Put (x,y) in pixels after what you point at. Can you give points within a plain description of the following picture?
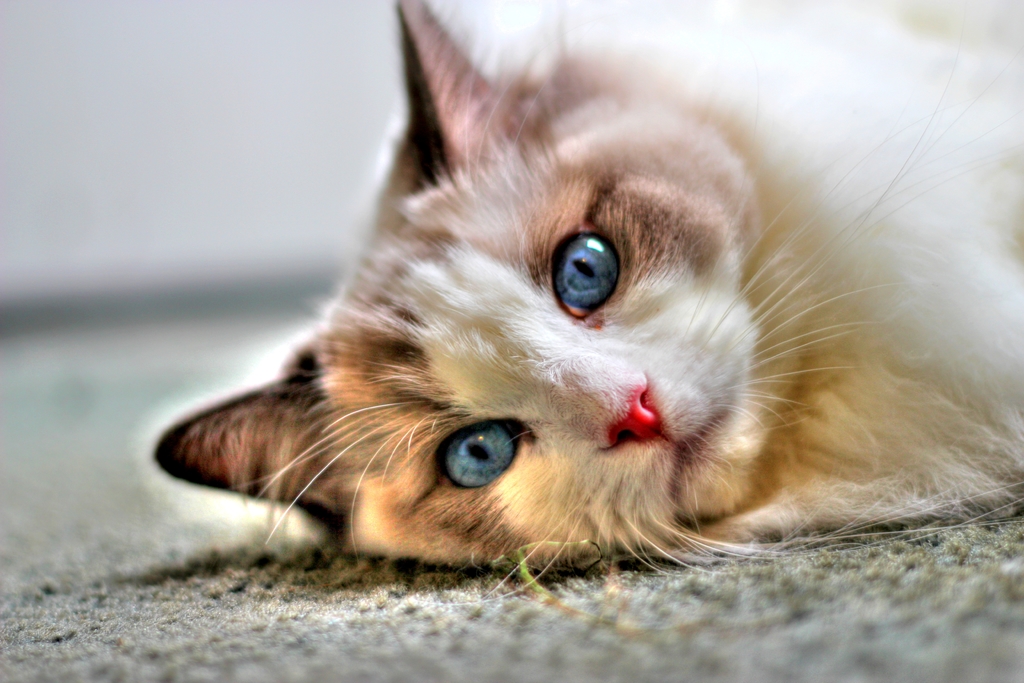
In this picture I can see a cat (452,554) lying on the floor (374,569), and there is blur background (343,68).
